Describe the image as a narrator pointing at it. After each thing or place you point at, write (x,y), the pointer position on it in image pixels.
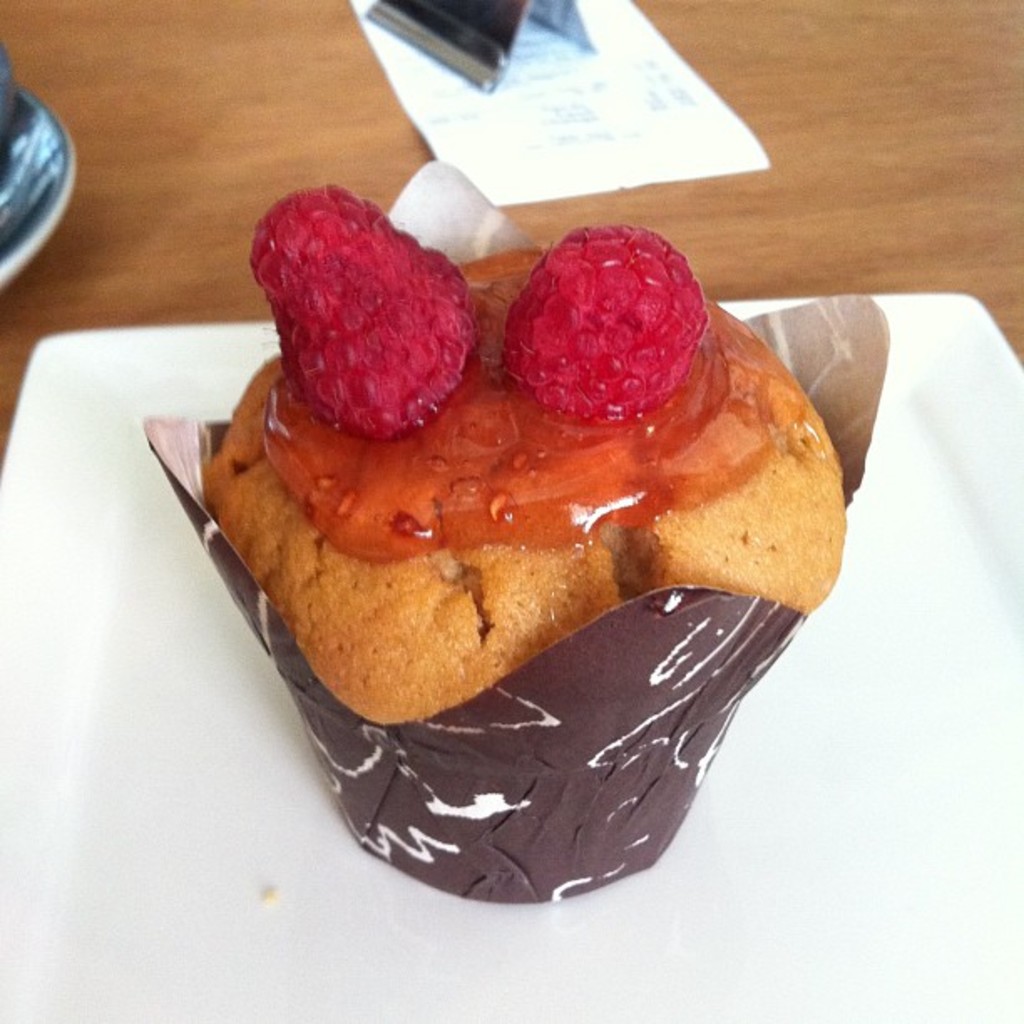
The picture consists of a table (390,176), on the table (21,329) the plates (38,199), paper (536,111), paperweight (479,35) and a food item (565,440).
